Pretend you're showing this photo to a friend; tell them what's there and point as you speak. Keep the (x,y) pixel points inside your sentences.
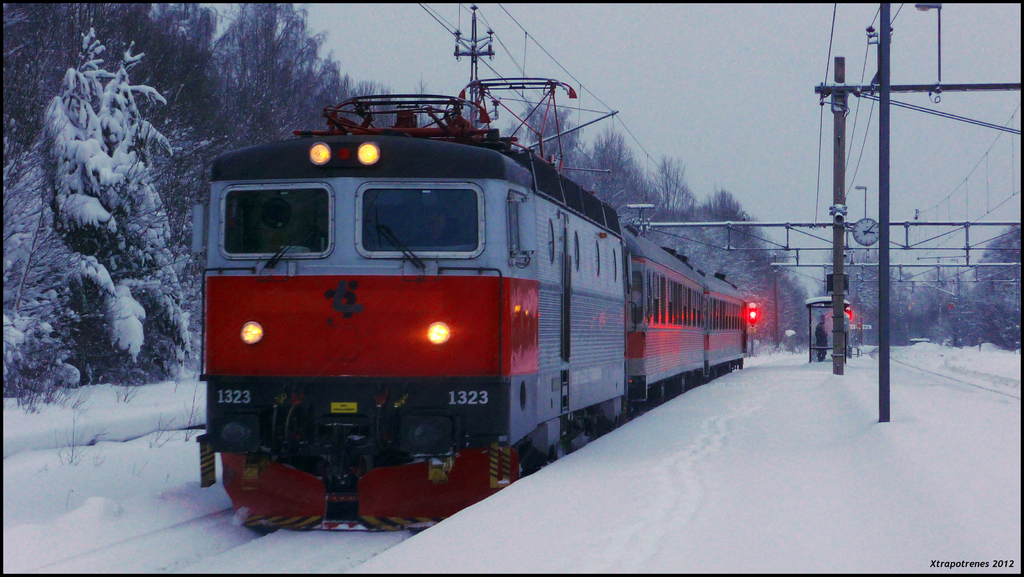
In this picture we can see red train (525,366) moving on the track (349,549). In the front (409,556) we can see snow (349,549) on the ground (559,524). Behind we can see some dry trees (14,108), iron frame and cables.
